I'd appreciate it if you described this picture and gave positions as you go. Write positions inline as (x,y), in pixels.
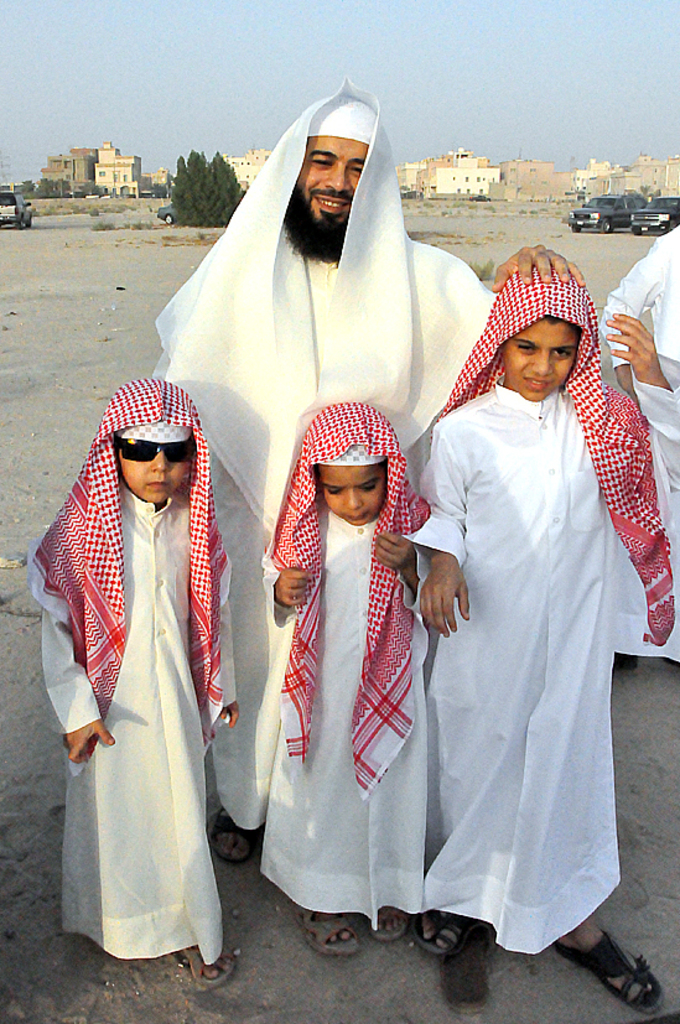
In this picture we can see a man (266,328) with three kids (200,688) standing on the road (6,885).
